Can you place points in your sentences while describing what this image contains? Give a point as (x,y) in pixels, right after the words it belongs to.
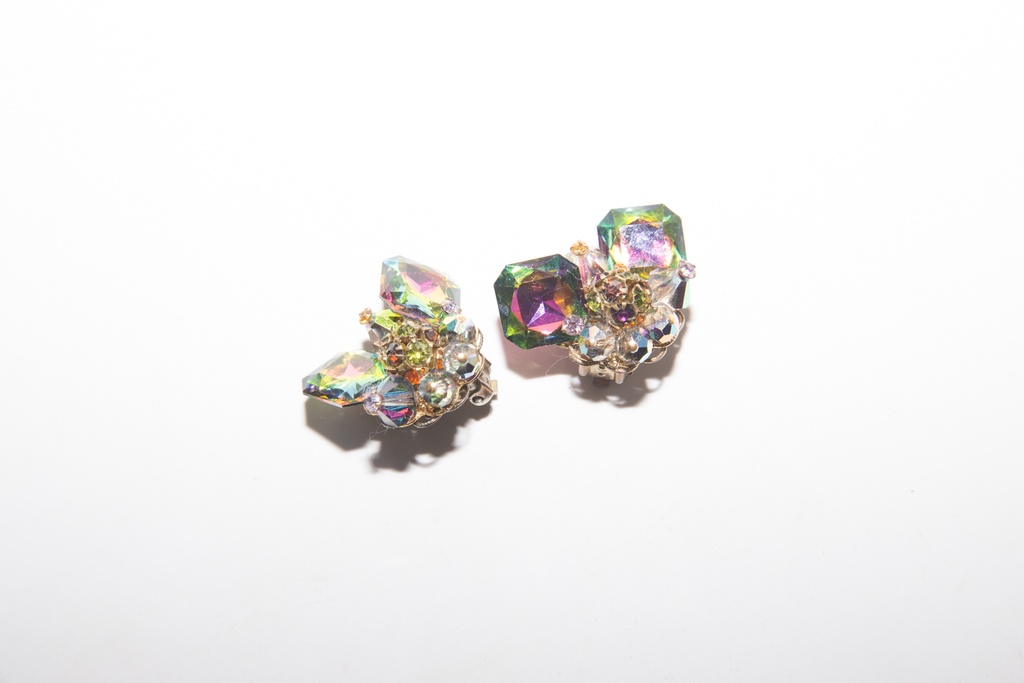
In this picture I can see 2 jewelries (428,395) on the white color surface (486,242).
